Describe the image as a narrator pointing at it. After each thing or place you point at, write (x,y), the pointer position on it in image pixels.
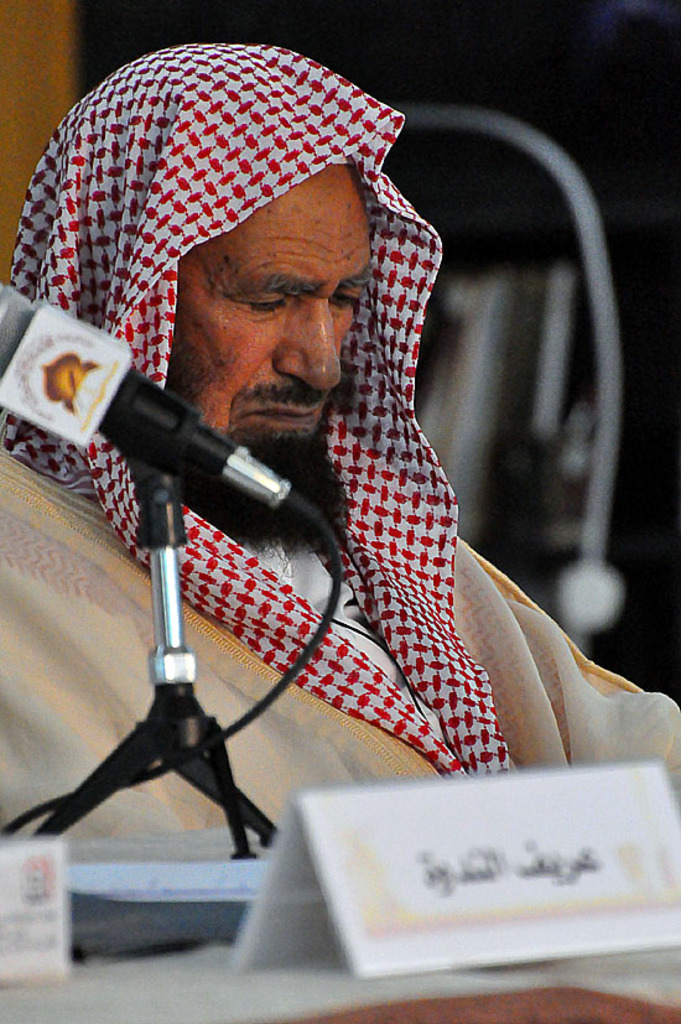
Here in this picture we can see a person (270,523) sitting on a chair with table (33,1011) in front of him, having a microphone (46,333) and name card (411,905) on it over there and we can see the person (366,575) is having long beard (293,518) and scarf (71,284) on his head (248,424) over there.
